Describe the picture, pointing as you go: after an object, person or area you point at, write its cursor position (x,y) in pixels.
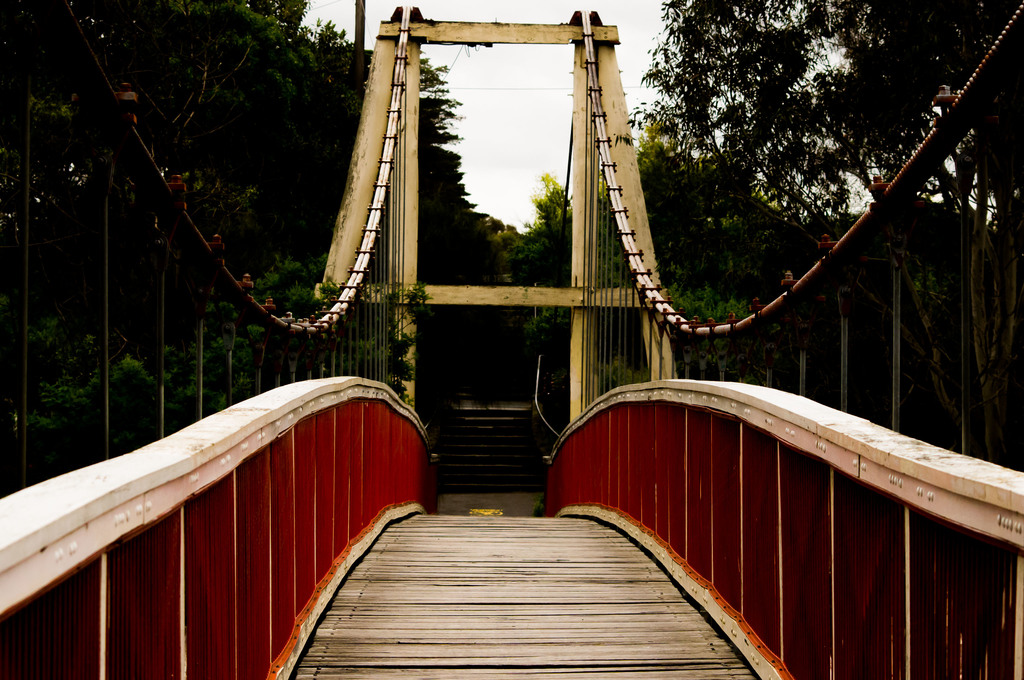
In this image there is a bridge (352,587), staircase (522,456), trees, sky (524,12).
